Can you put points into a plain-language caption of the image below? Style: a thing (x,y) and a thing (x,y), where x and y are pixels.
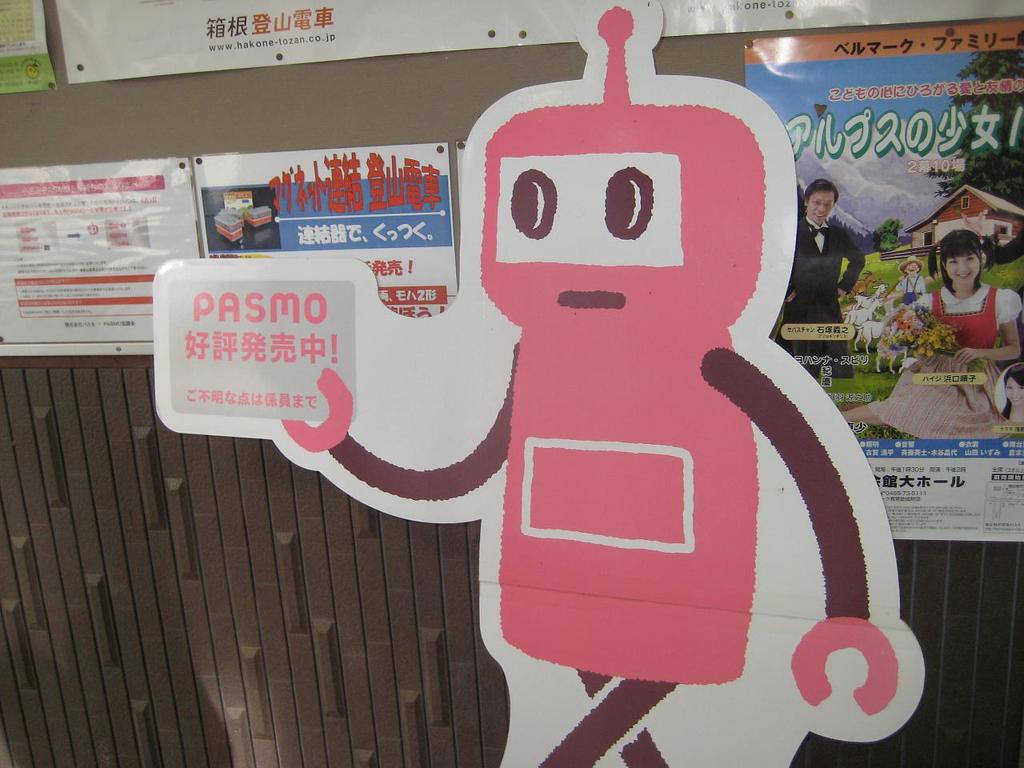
In this image there is a wall (60,162) and we can see posters (425,180) pasted on the wall (356,600).
